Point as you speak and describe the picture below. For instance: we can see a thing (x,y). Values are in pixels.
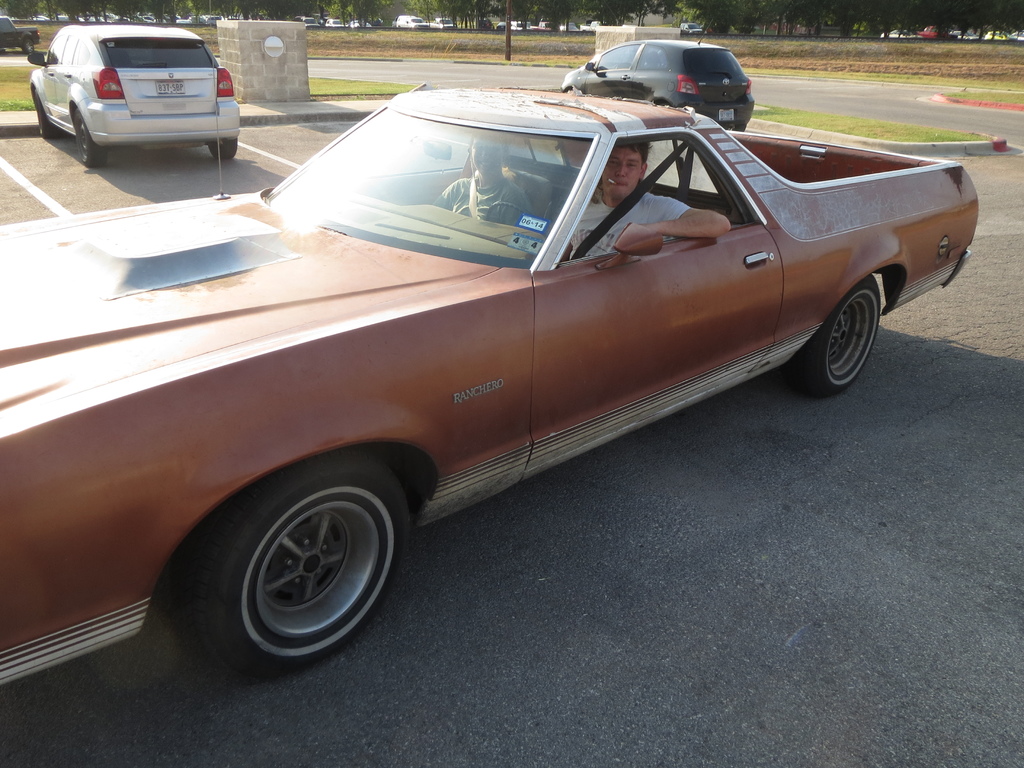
There are cars (508,364) on the road (630,618). This is grass (769,112) and there is a pole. In the background (1011,8) we can see trees (716,26) and vehicles (17,30).
